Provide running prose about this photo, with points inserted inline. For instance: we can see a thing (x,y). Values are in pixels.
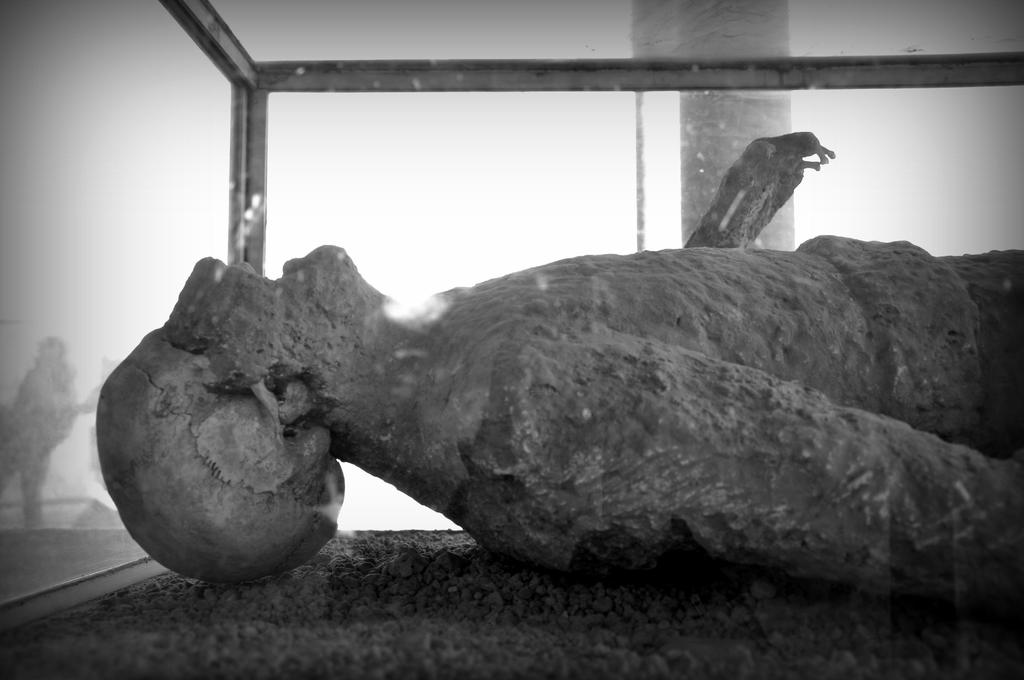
This picture looks like a statue (521,381) in the glass box (3,74) and I can see white background (435,168).
